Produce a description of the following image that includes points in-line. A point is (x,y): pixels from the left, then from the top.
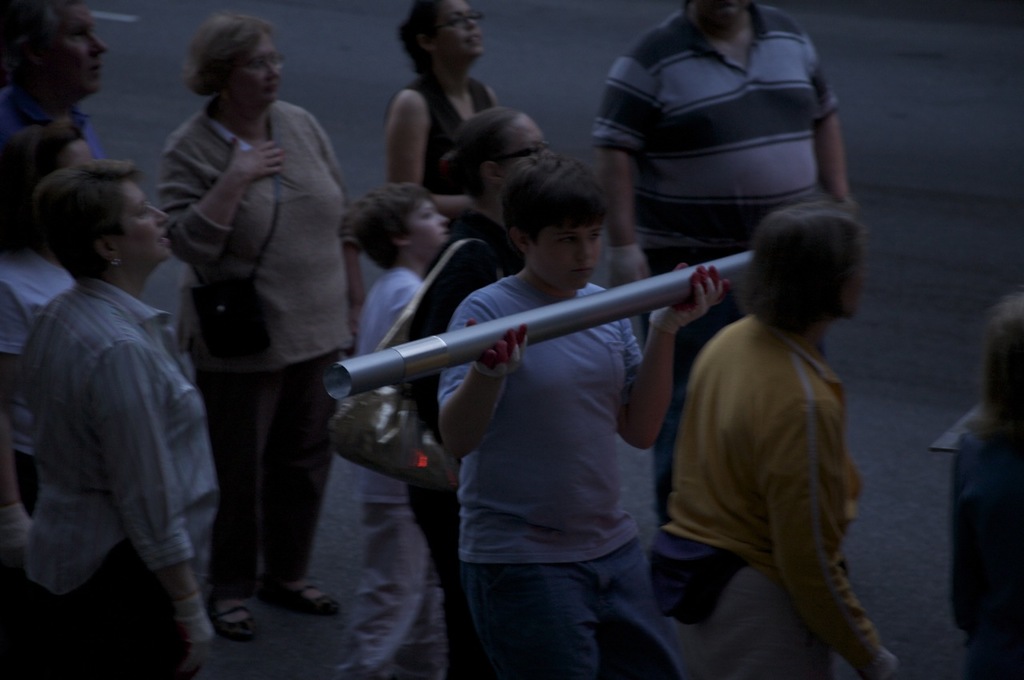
This picture describes about group of people (636,246), few people (484,270) wore bags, in the middle of the image (530,370) we can see a man (586,271) he is holding a pipe (548,308).
